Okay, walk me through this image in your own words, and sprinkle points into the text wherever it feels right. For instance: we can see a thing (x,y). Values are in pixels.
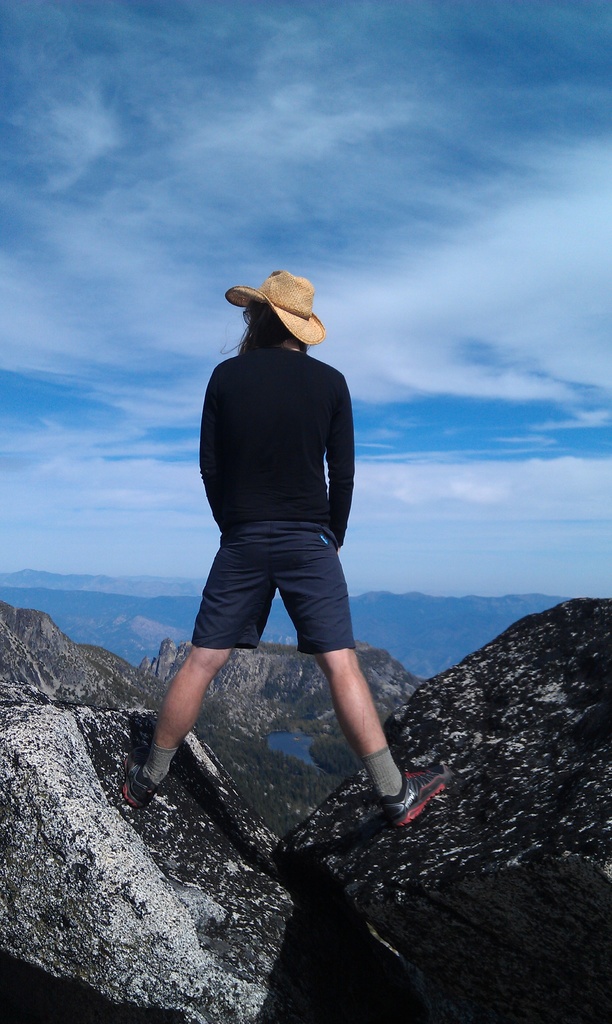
In this picture we can see a person (218,552) with a hat (286,317). In front of the person (274,537) they are hills (236,744), trees (246,736) and the sky (205,235).
